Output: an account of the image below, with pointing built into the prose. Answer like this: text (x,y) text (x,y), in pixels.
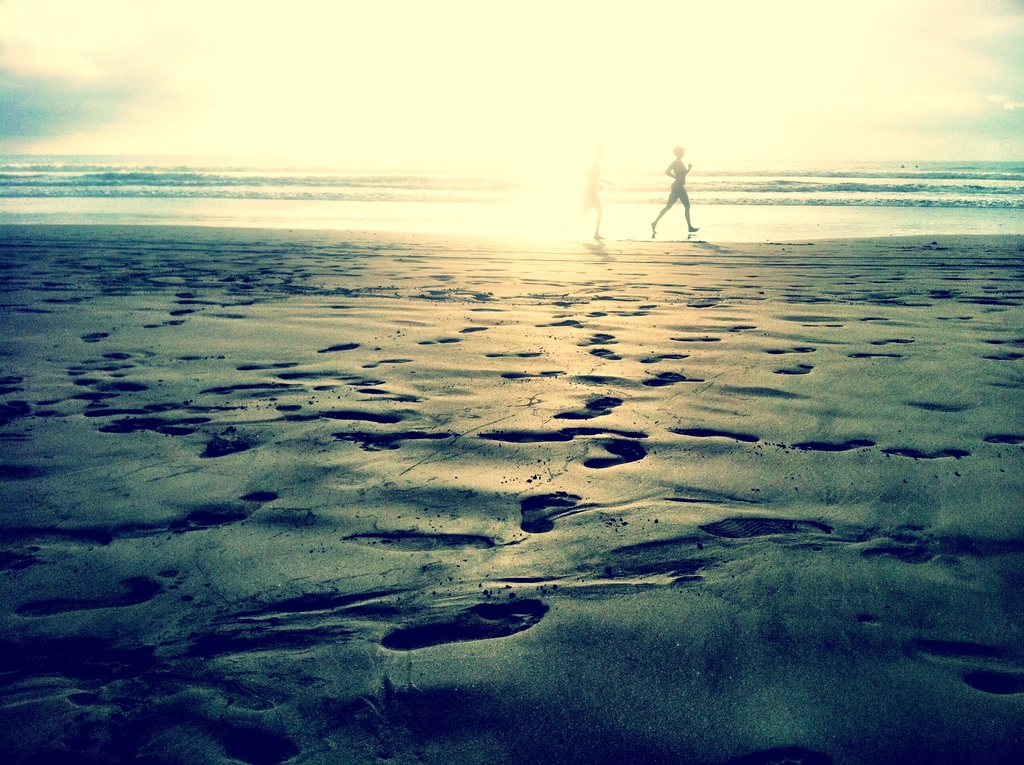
In this image we can see two persons (683,188) running on the seashore (629,271), there are footprints (566,428) on the mud (453,414), also we can see the ocean (575,168), and the sky (587,150).
